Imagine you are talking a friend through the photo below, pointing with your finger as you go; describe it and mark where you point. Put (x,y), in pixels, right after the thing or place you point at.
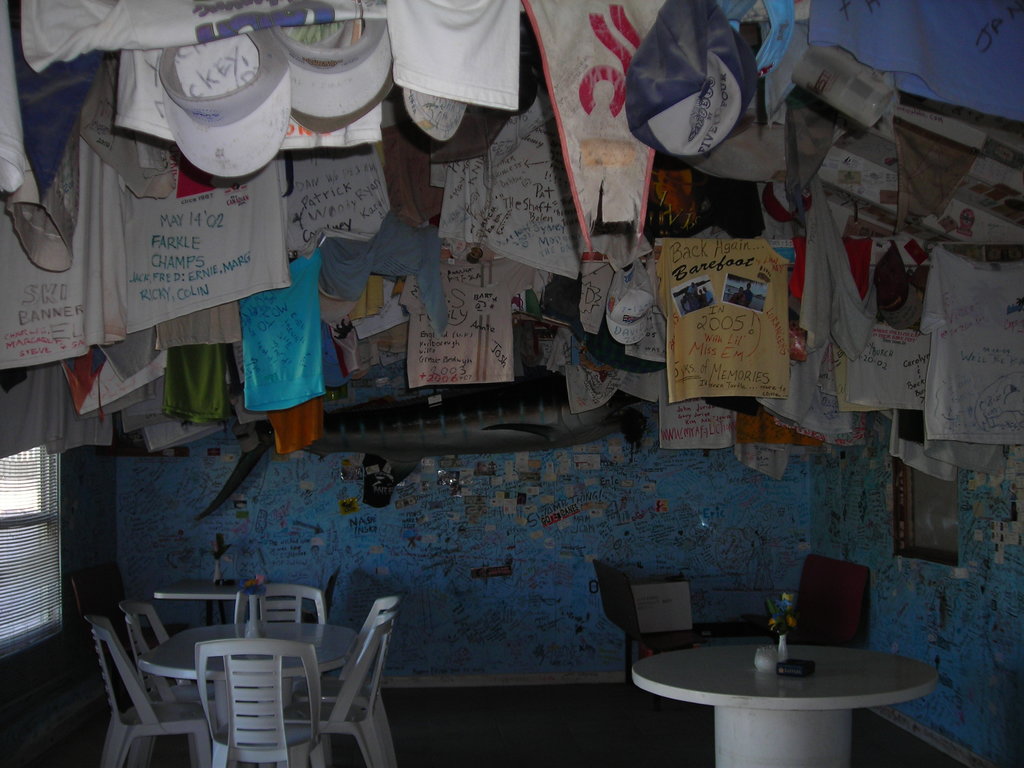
In this image we can see chairs (833,590), tables (182,654). At the top of the image (527,62) there are t-shirts (545,161) and caps (371,40) with some text (461,163) on them. In the background of the image (482,529) there is wall (532,508). To the left side of the image (23,485) there is a window (59,478). At the bottom of the image (558,740) there is floor (569,745).
